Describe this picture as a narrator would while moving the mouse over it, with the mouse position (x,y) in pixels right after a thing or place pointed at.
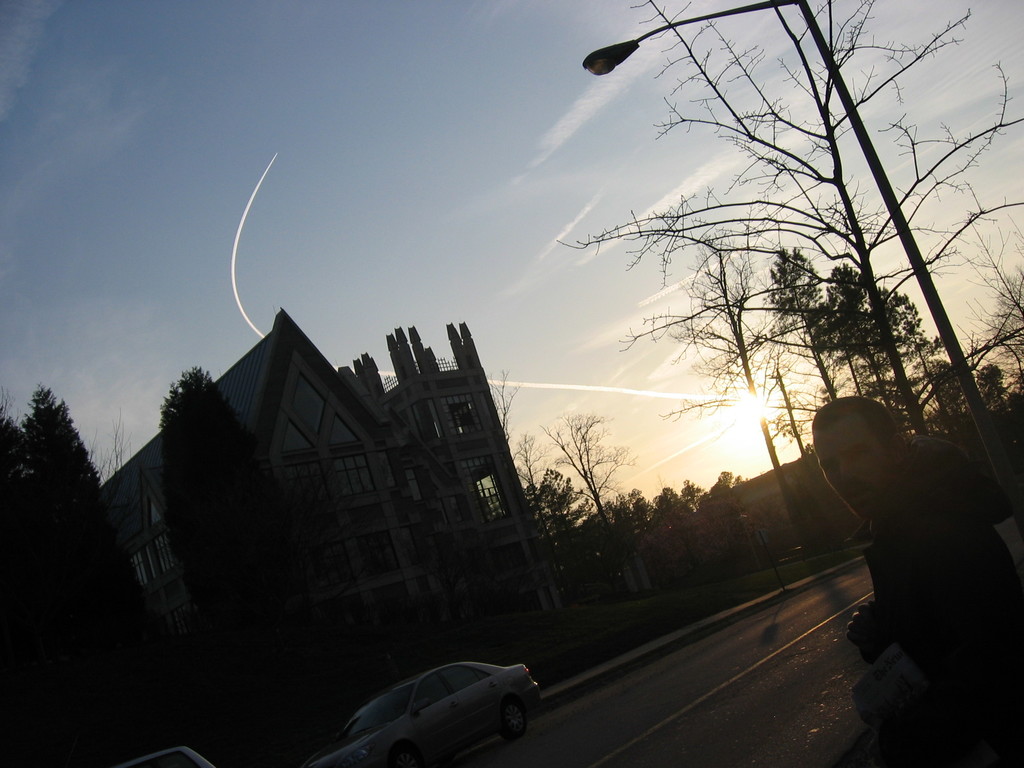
In the image we can see the building (159,525) and vehicles (515,679) on the road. There are many trees (884,318) and the sky (570,180). We can even see a person (953,593) and the light pole (892,206).
